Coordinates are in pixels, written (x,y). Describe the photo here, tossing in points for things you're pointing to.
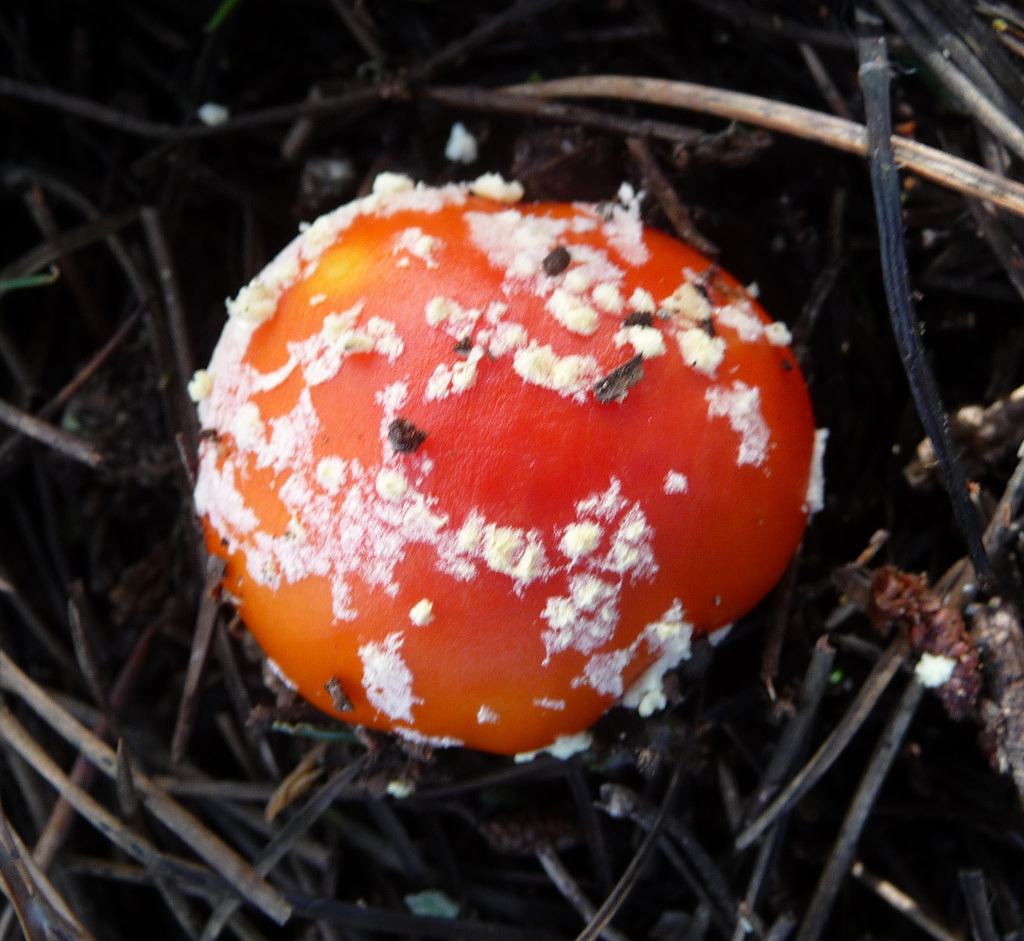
We can see mushroom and wooden sticks (253,797).
